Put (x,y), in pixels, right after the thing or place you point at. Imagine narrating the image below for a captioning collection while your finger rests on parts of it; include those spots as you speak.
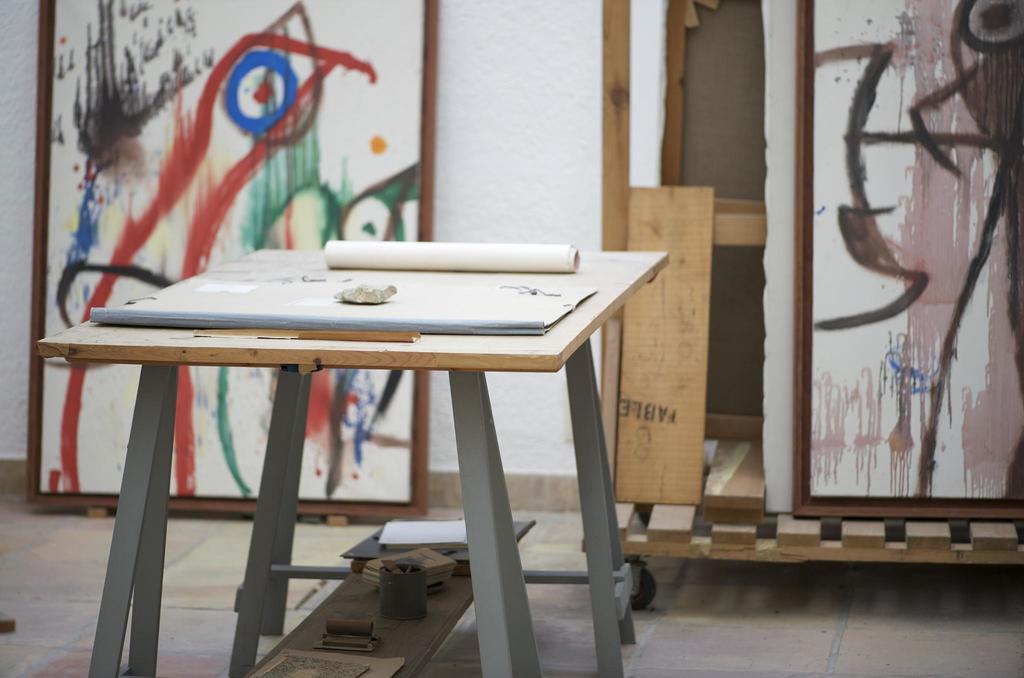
In this image in the center (563,366) there is one table (136,538), on the table (601,416) there are some papers (406,301) and one stone (369,290) and in the background (930,404) there are some boards (719,417). On the board (944,402) there is some painting (911,158), and in the background (553,110) there is a wall (583,142). At the bottom (698,626) there is a walkway (65,592) and under the table (433,355) there is one board (308,635) and on the board (384,642) there are some books (453,533) and some objects (390,575).
